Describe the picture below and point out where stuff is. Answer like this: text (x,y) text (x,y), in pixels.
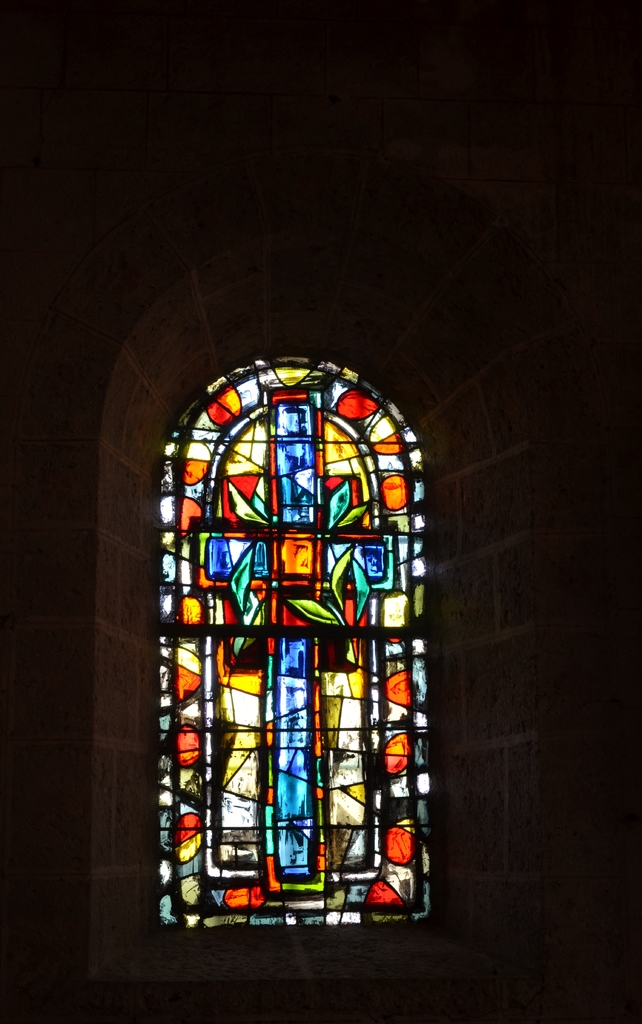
In this picture I can see there is a colorful window (223,781) and there is a wall (459,210) here.
